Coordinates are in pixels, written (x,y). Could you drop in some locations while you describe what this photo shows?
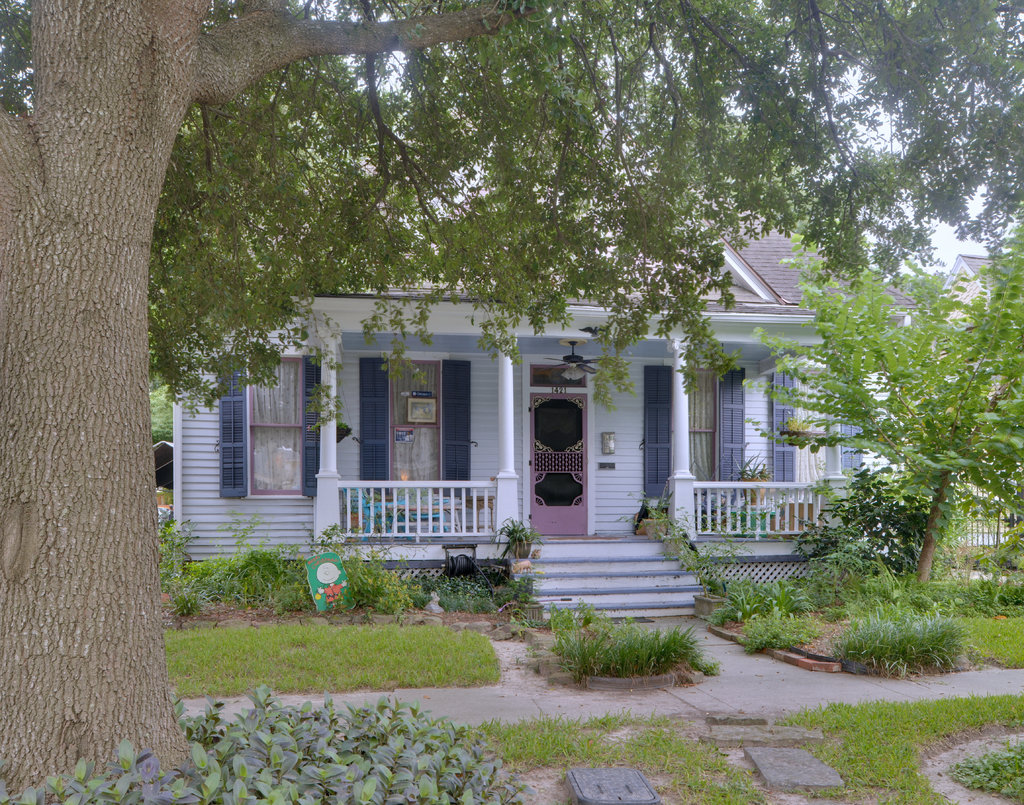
There is a house (637,439) and there are plants (811,604) and trees (617,176) in front of it.
